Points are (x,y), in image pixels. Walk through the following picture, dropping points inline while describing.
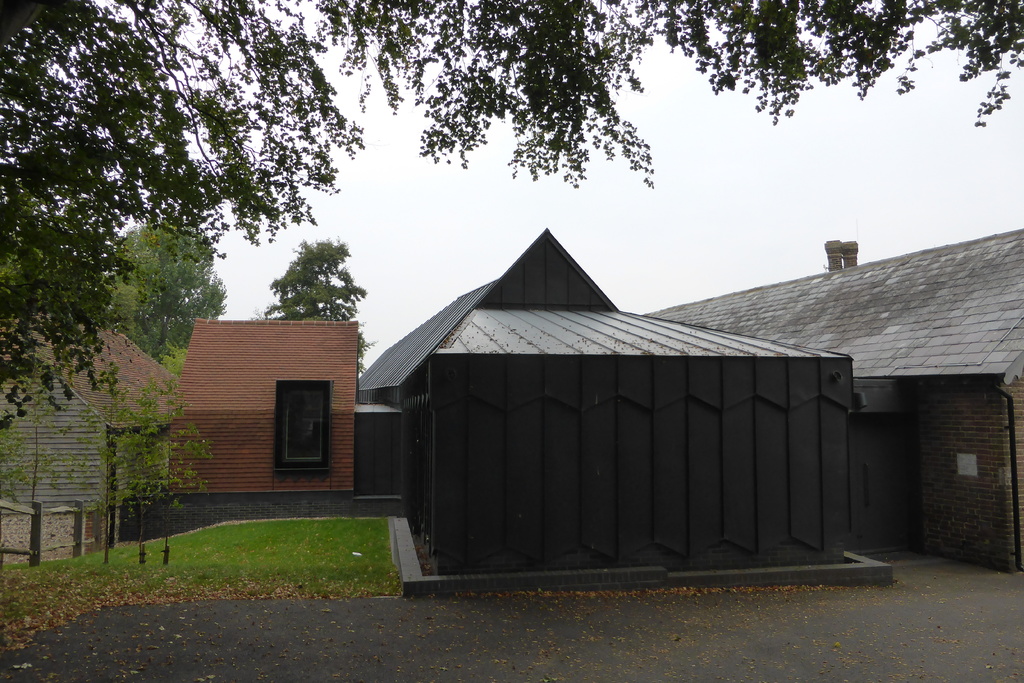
In this picture there are houses (486,325) in the image and there is grassland (341,528) at the bottom side of the image (333,562) and there are trees (76,189) in the background (285,314) and at the top side of the image (446,139).
